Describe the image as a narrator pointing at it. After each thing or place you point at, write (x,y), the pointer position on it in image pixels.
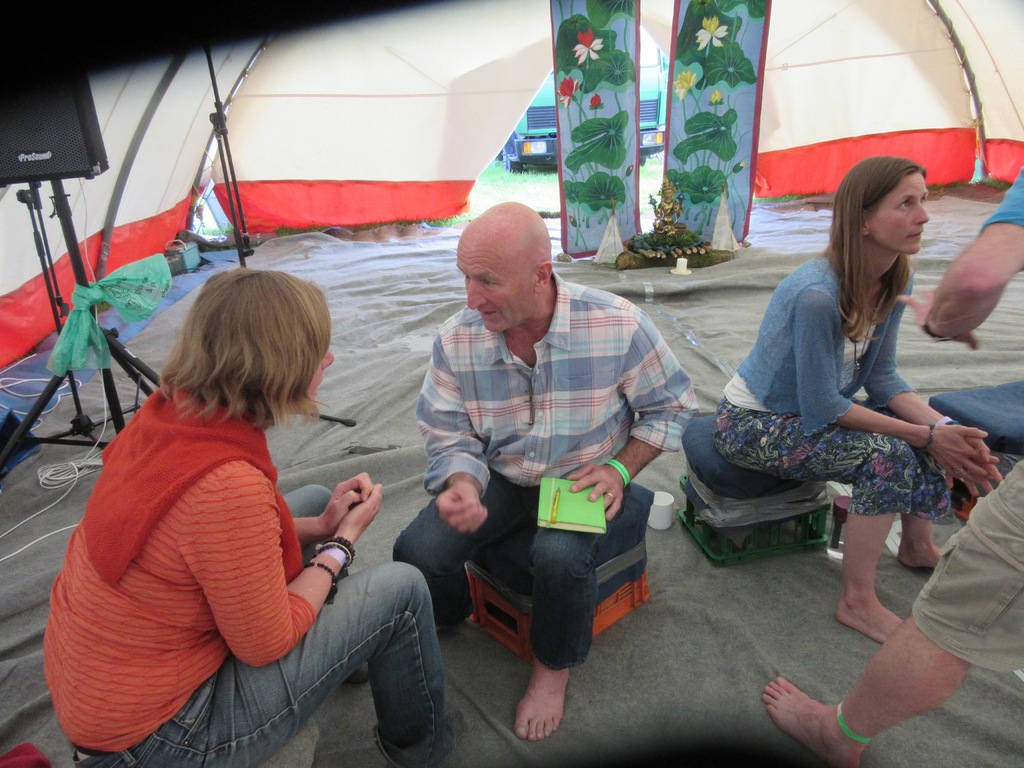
In this image, we can see people (990,514) and some are sitting on the stands (986,413) and there is a person (502,490) holding a book (597,511). In the background (604,186), there are stands (60,197) and we can see boards (635,172) and there are cables (44,380) and we can see a vehicle (649,107) on the ground (499,200) and there is a tent (523,94).
